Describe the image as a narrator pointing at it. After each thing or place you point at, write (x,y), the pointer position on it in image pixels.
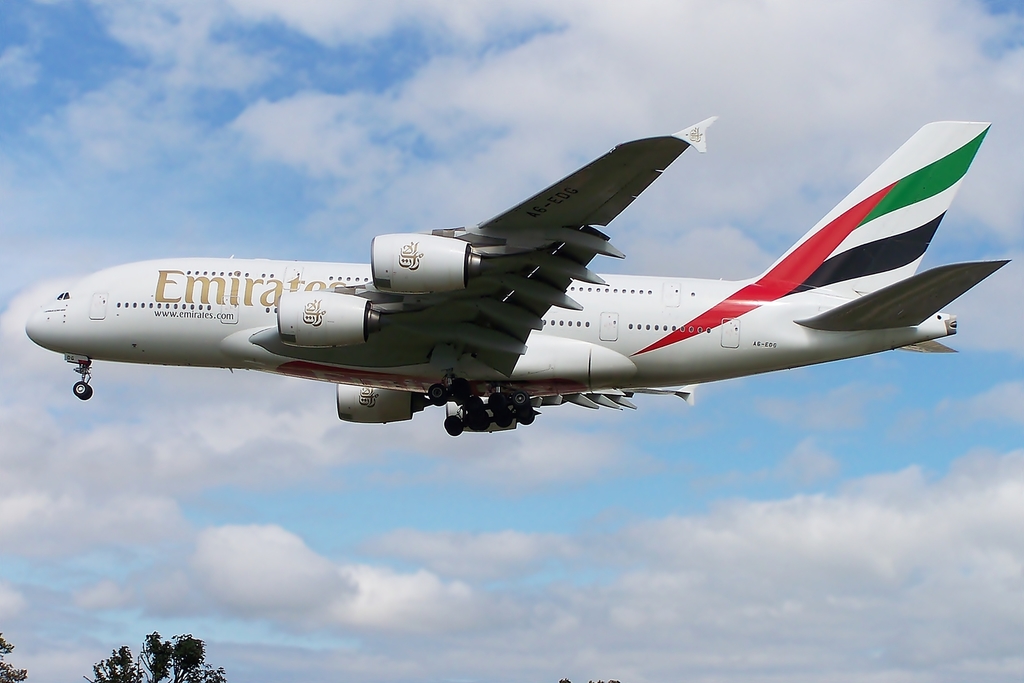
In this image I can see a white colour airplane (400,334) in air (45,188). I can also see something is written on this airplane (393,302). In the background (314,560) I can see few trees (4,649), clouds (250,411) and the sky (362,513).
